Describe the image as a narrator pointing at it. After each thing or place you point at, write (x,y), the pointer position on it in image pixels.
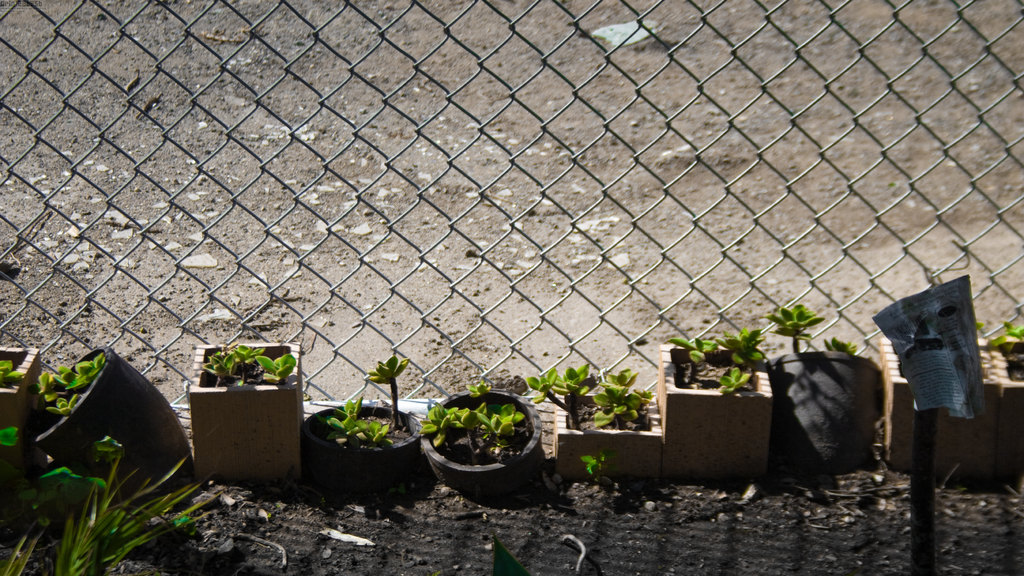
In this picture in the front (211,411) there are plants (368,430) in pots (114,386). In the center (577,227) there is metal fence (673,241).
